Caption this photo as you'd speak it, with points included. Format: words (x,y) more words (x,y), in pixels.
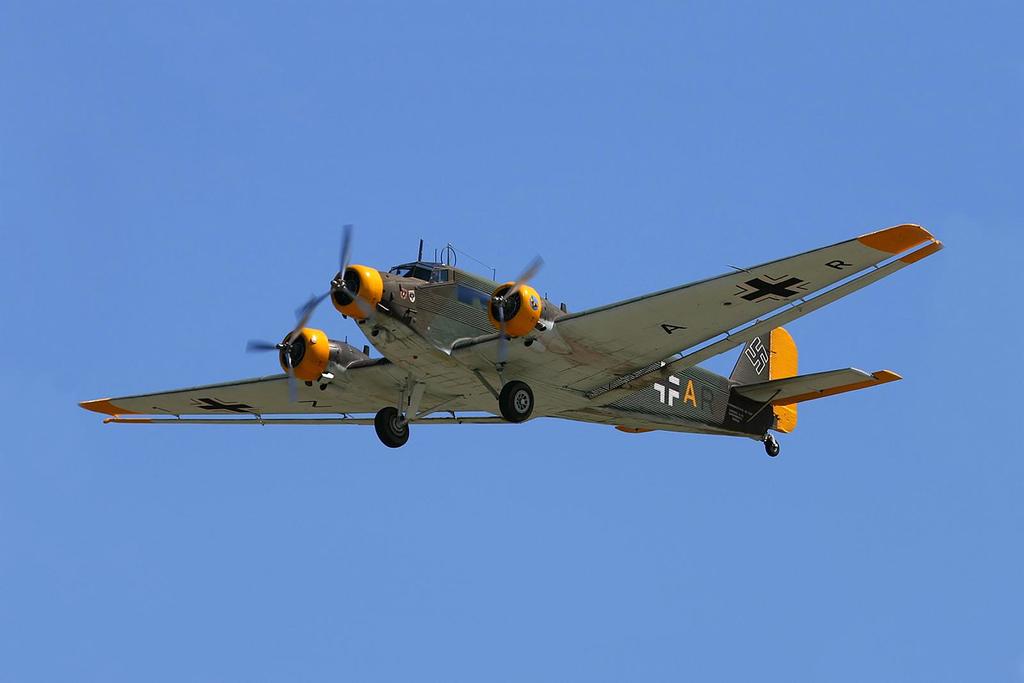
In this image I can see an aircraft (489,289) in air (613,431). I can also see something is written on this aircraft (639,386). In the background (146,253) I can see blue colour.
